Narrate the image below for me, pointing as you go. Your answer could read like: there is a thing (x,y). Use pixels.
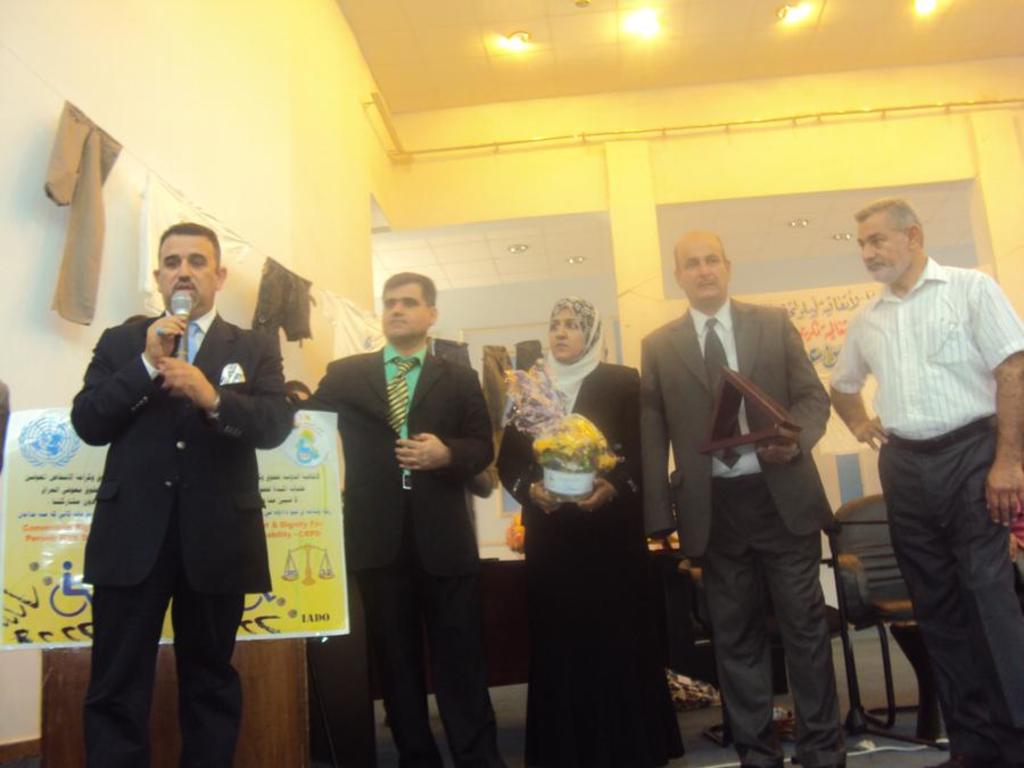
In this image, we can see persons (598,410) wearing clothes (350,396). There is a person (224,549) in front of the banner (282,622) holding a mic (173,303) with his hand (161,358). There is an another person (602,590) in the middle of the image (560,430) holding a bouquet (566,422) with her hands (589,493). There is a chair (856,596) in the bottom right of the image (894,686). There are clothes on the left side of the image (88,289). There are lights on the ceiling (664,32) which is at the top of the image (474,79).
